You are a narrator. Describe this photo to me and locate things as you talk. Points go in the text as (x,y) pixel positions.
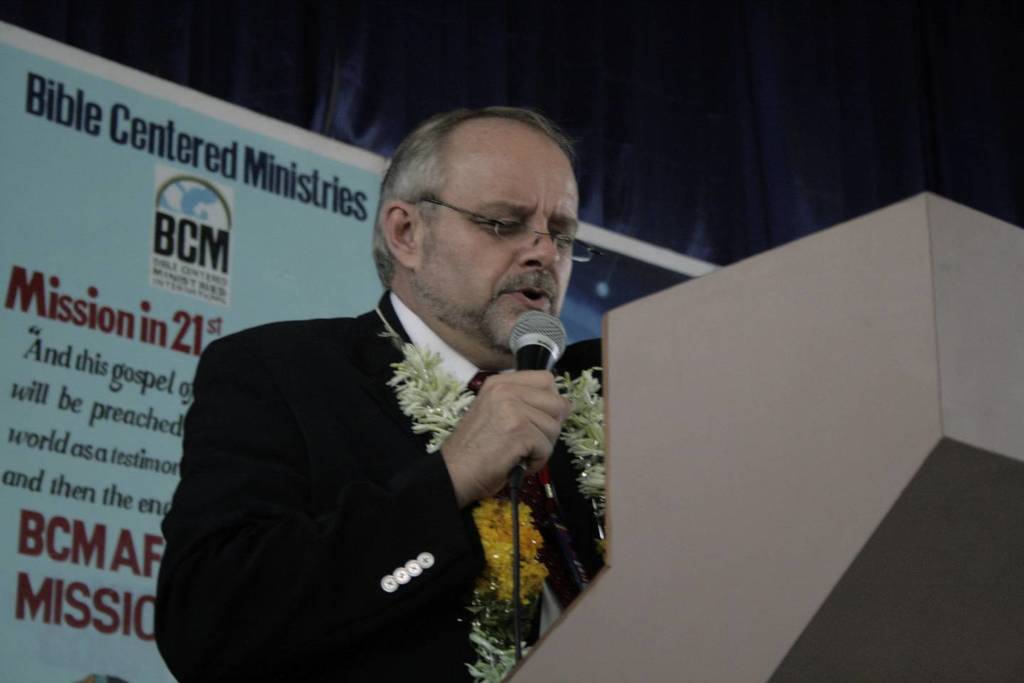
In this picture we can see a man (386,618) talking on the mike (557,340) and he wore spectacles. There is a podium (843,492). In the background (108,247) we can see a banner (167,249) and cloth (651,151).
